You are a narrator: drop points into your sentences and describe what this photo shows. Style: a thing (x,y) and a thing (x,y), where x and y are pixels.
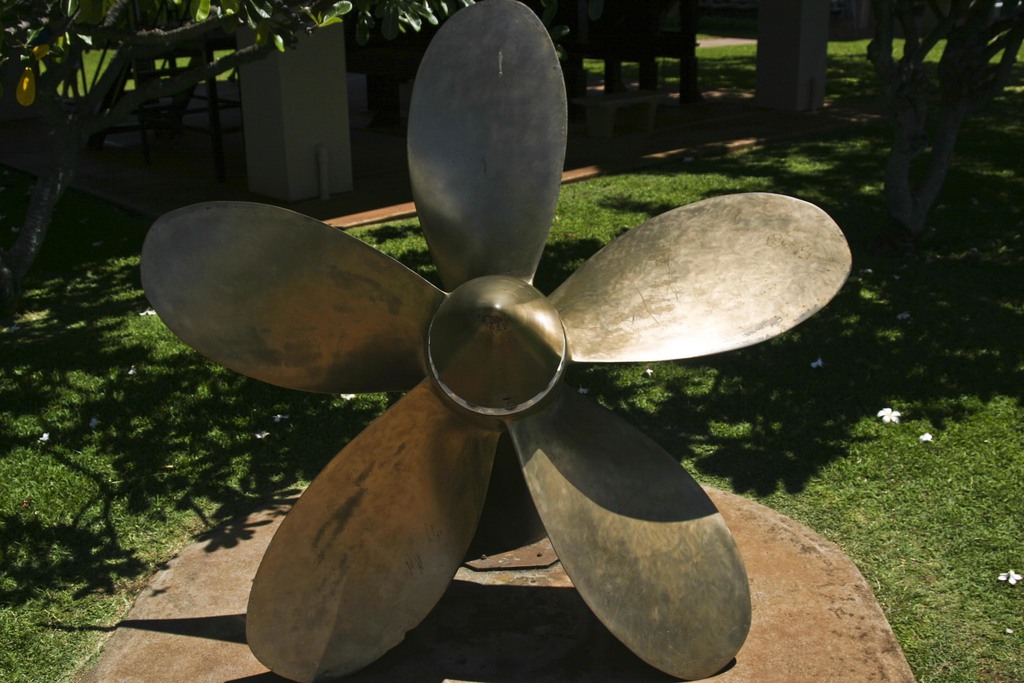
In the image we can see the metal fan (418,489) on a solid surface (829,640). Here we can see grass (189,479) and trees (34,62). Here we can see white flowers (895,421) and bench (615,104).
